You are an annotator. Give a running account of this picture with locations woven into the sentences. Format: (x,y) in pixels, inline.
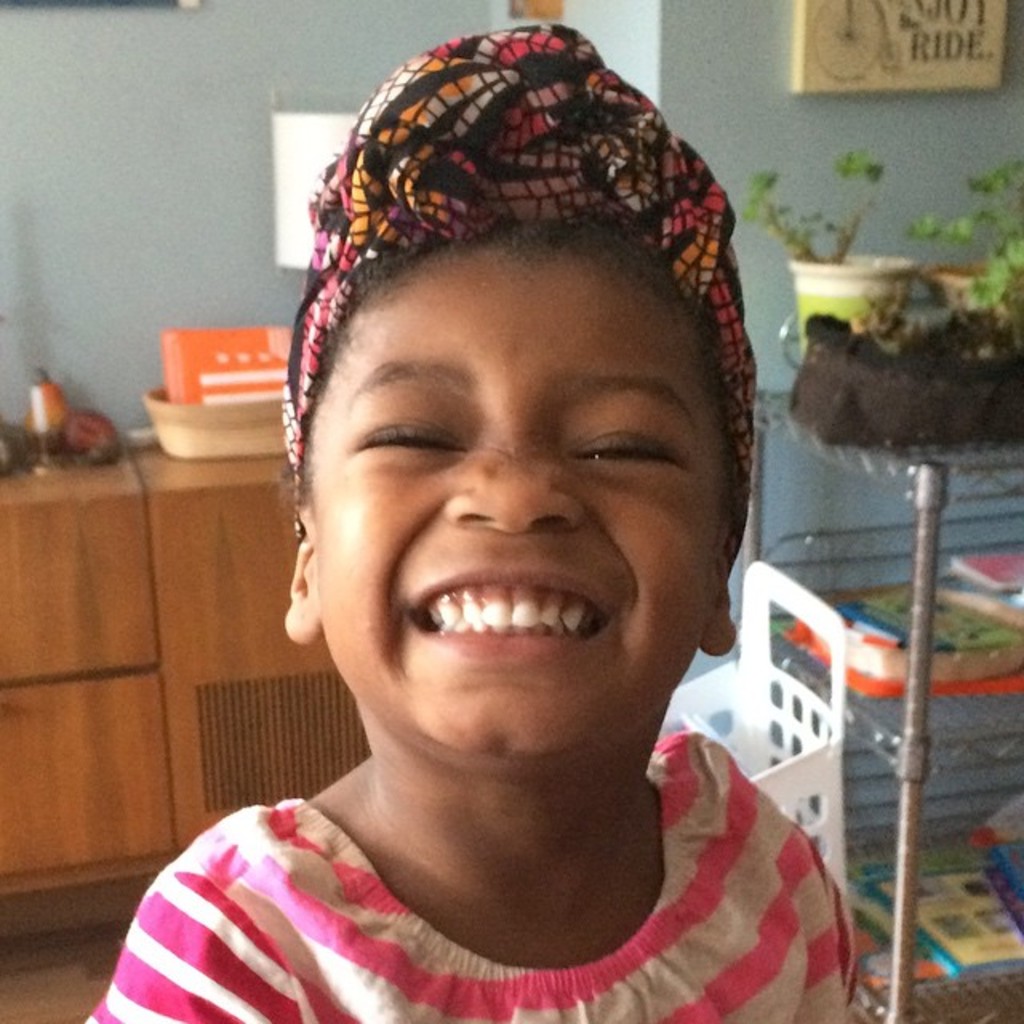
This is the girl (695,837) standing and smiling. I can see the flower pots (880,388) with the plants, books (959,895) and few other things (935,673) are placed in the rack (935,750). This looks like a basket (825,778). At the top of the image (884,62), I can see a frame (801,22), which is attached to the wall (674,25). I can see a tray (183,423) and few other objects (43,428) are placed above the cupboard (140,480). This looks like a wooden cupboard (127,579).
